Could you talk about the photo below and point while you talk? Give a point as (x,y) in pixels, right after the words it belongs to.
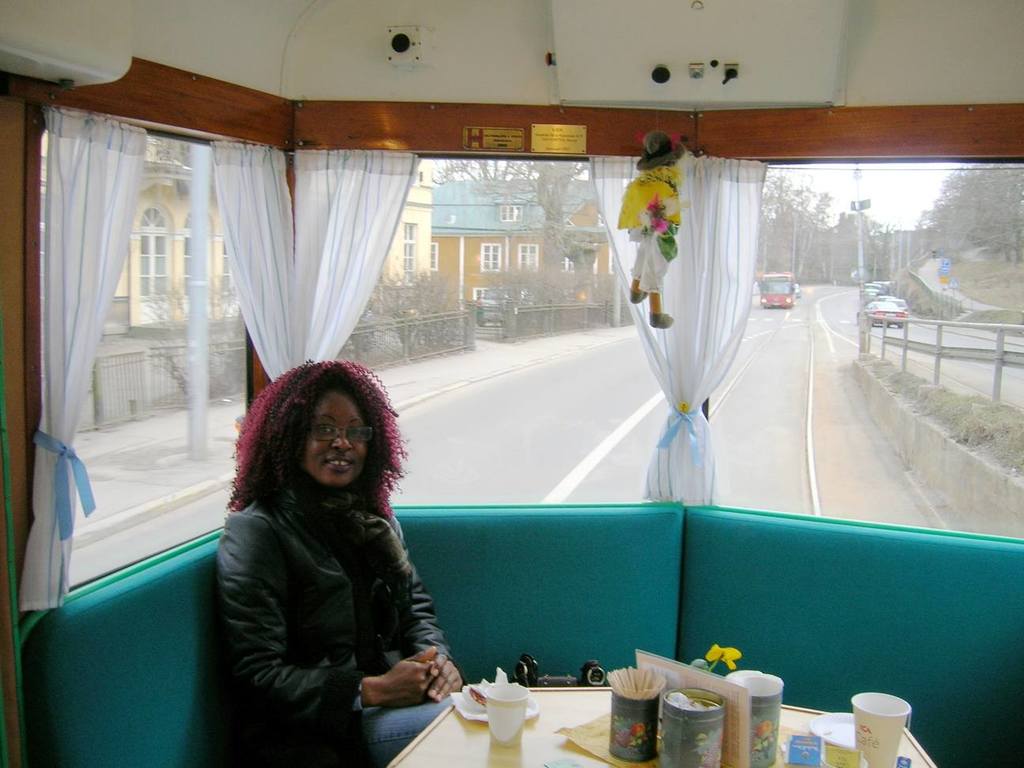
There is a lady (284,637) sitting on the left side of the image (318,392) and a table (781,734) at the bottom side (810,716), on which there is a cup (522,723), it seems like a flower (710,665) and other items (655,707). There is a toy (654,262), curtains (352,277), and glass windows (438,303) behind her, there are vehicles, houses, trees (843,249), pole (861,244) and sky (870,198) in the background area (862,282).
